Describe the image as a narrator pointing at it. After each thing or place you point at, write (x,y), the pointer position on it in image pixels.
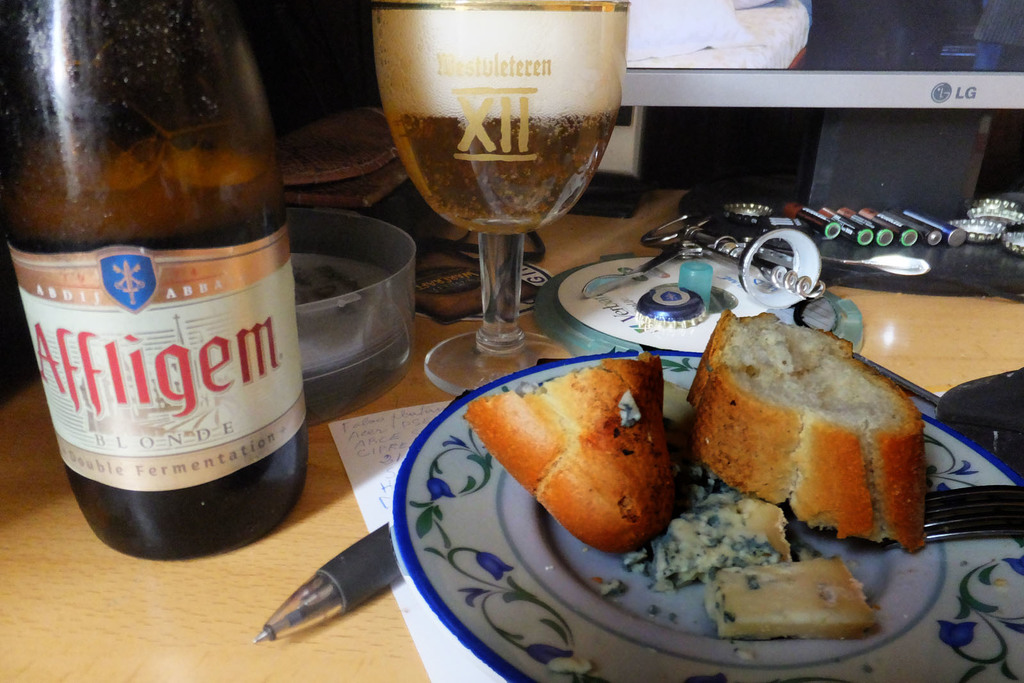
In this image there is a table (952,336). On the table (958,337) there is a bottle (120,181), a wine glass (483,198), ashtray (394,251), plate (409,463) with food (606,467) in it, fork (950,507), pen (339,559), paper (378,451), bottle caps (1000,224), batteries (946,233) and monitor (844,81). On the bottle (214,320) there is a label (175,352) with text (182,372) "Affligem" on it.
